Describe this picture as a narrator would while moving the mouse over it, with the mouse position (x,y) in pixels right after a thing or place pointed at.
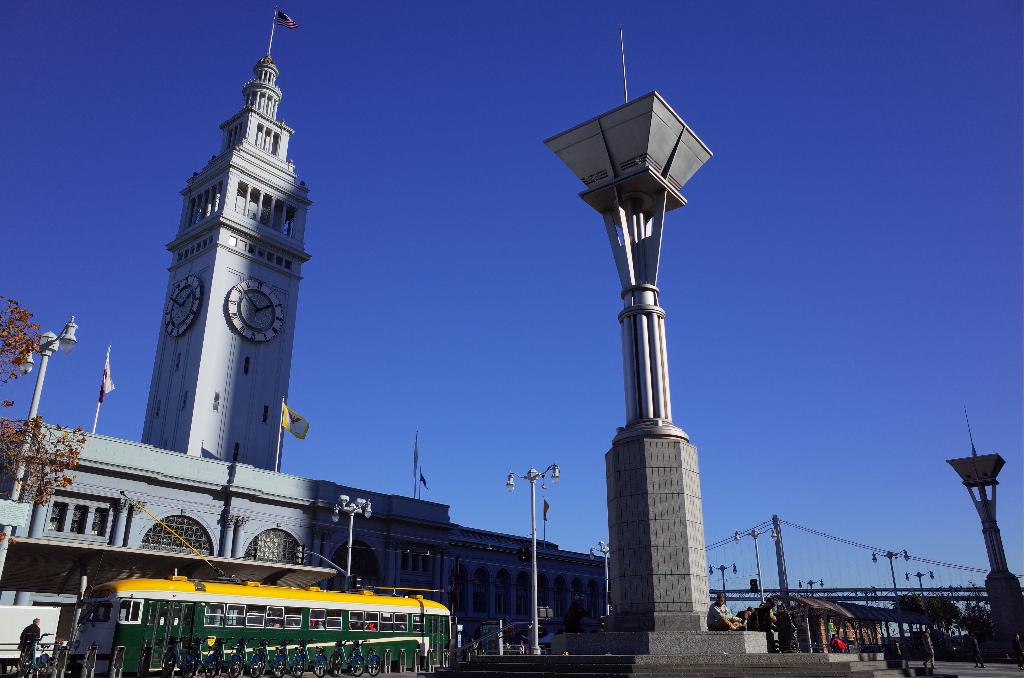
In this image, we can see towers (237,251). There is a bus (257,623) and some poles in front of the building (399,544). There is a bridge (840,539) in the bottom right of the image (927,590). There are bicycles (323,651) in the bottom left of the image (196,656). There are flags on the building (260,534). In the background of the image (542,506), there is a sky (733,119).
